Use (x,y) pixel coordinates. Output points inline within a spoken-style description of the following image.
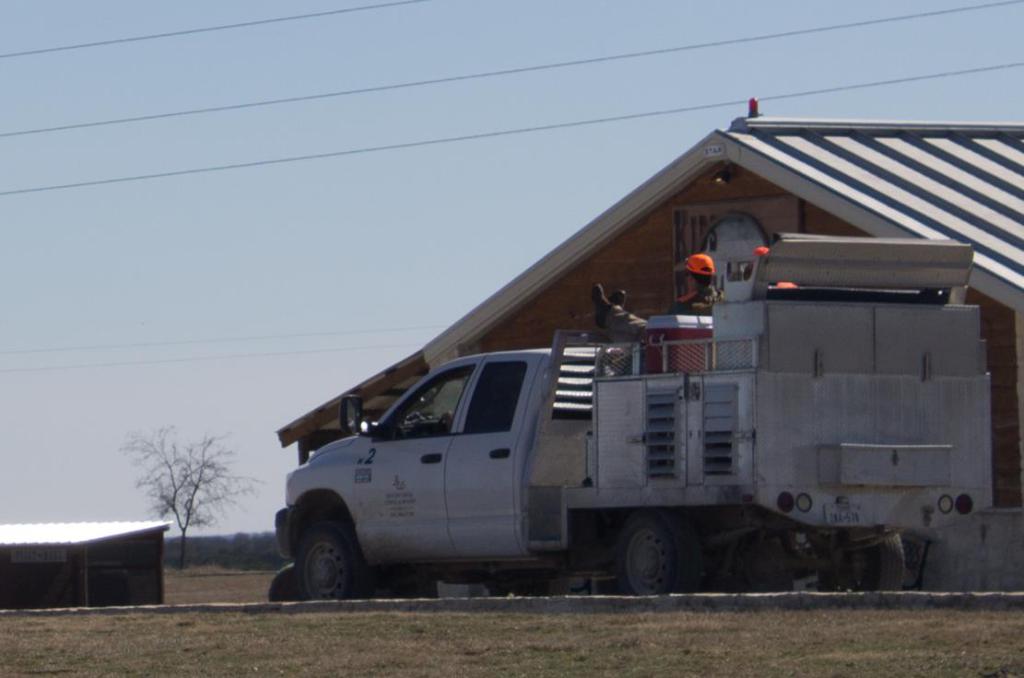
In this image, we can see few people (682,296) are riding a vehicle (532,547). At the bottom (318,654), we can see ground (692,638). Background (626,282) there is a house (652,265), shed (74,560), trees (203,548), sky (15,454) and wires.
